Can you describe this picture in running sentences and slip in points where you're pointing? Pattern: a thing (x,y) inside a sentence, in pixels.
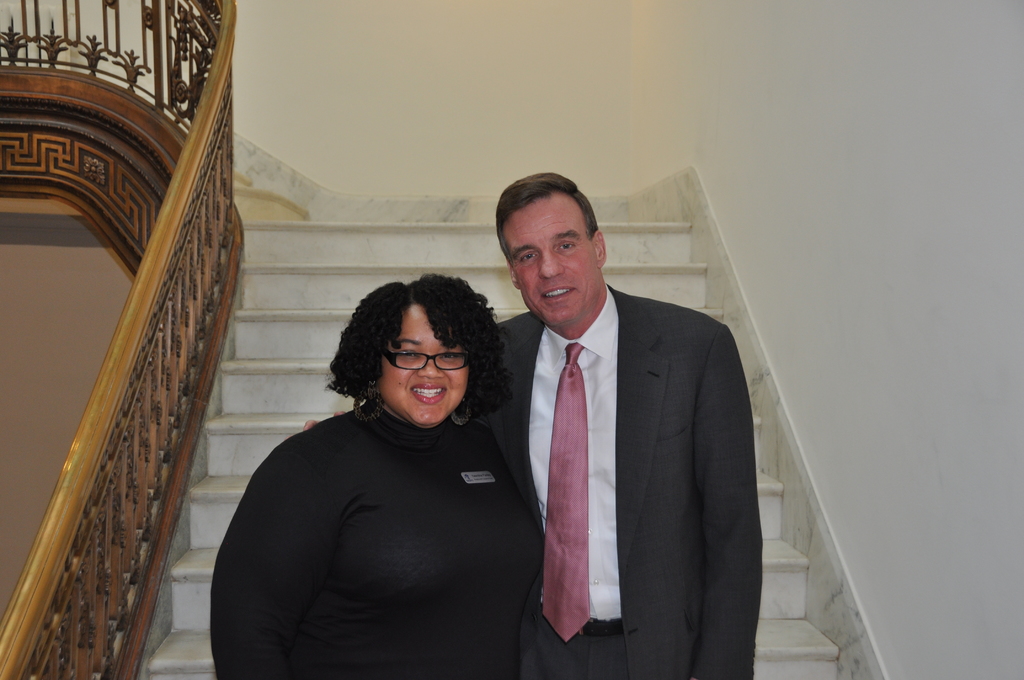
In this image we can see a man (553,308) and a woman (527,594) standing on the stairs (344,294) and also there are railings (224,230).
